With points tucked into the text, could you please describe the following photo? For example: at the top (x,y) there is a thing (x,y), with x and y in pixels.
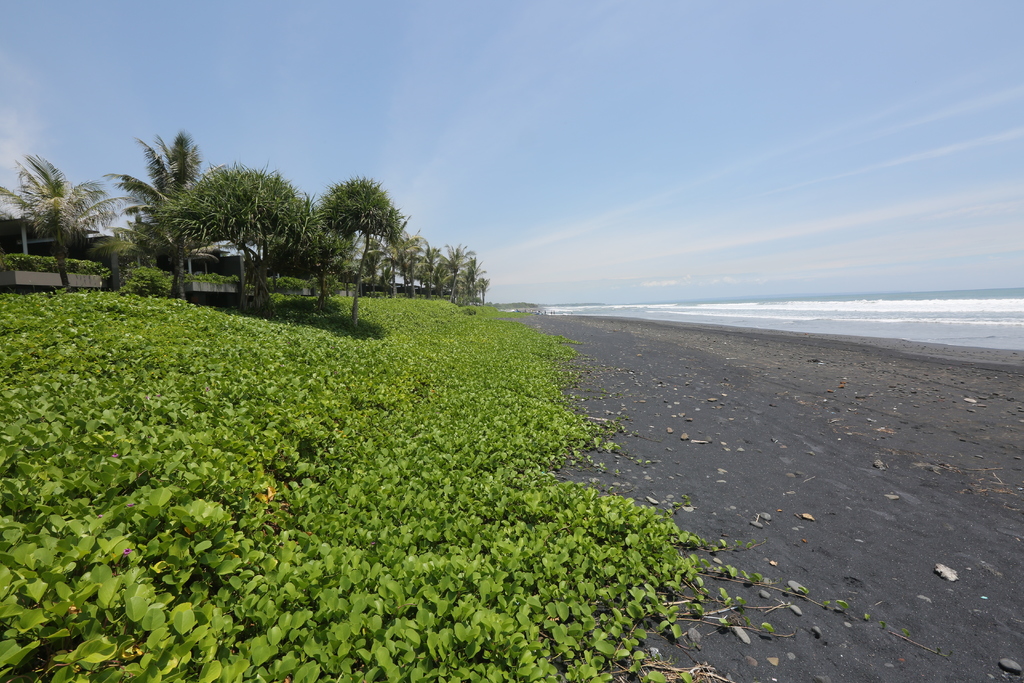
In this picture and I can see there is a ocean (788,316) and on left side (208,214) there are some trees (353,270) and some grass (209,498) on the left (307,556) and the sky (397,133) is clear.
